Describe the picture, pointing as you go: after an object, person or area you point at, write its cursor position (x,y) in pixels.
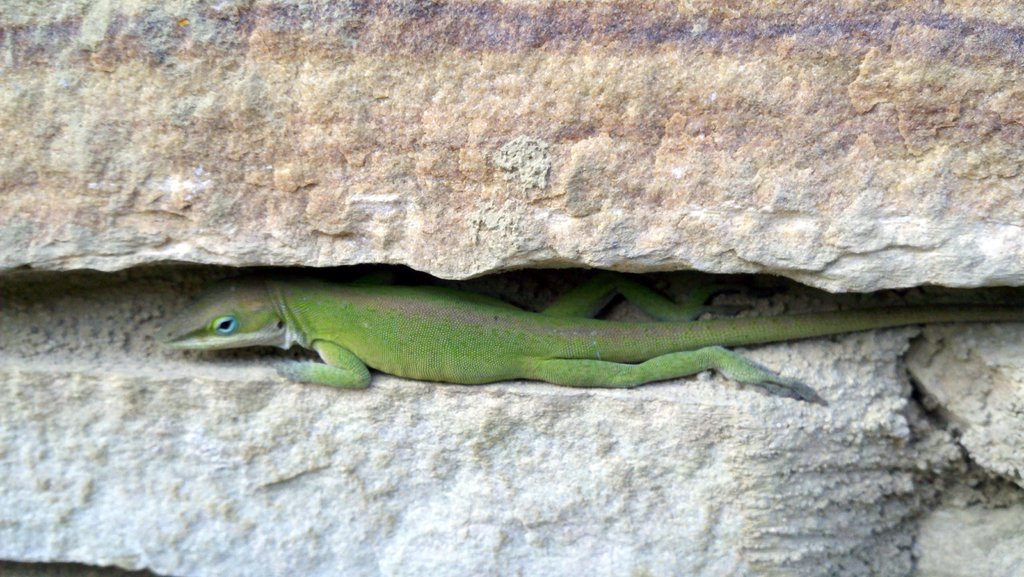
In this image I can see the reptile (385,343) in the middle of the rock (784,422). And the reptile (463,348) is in green color.
